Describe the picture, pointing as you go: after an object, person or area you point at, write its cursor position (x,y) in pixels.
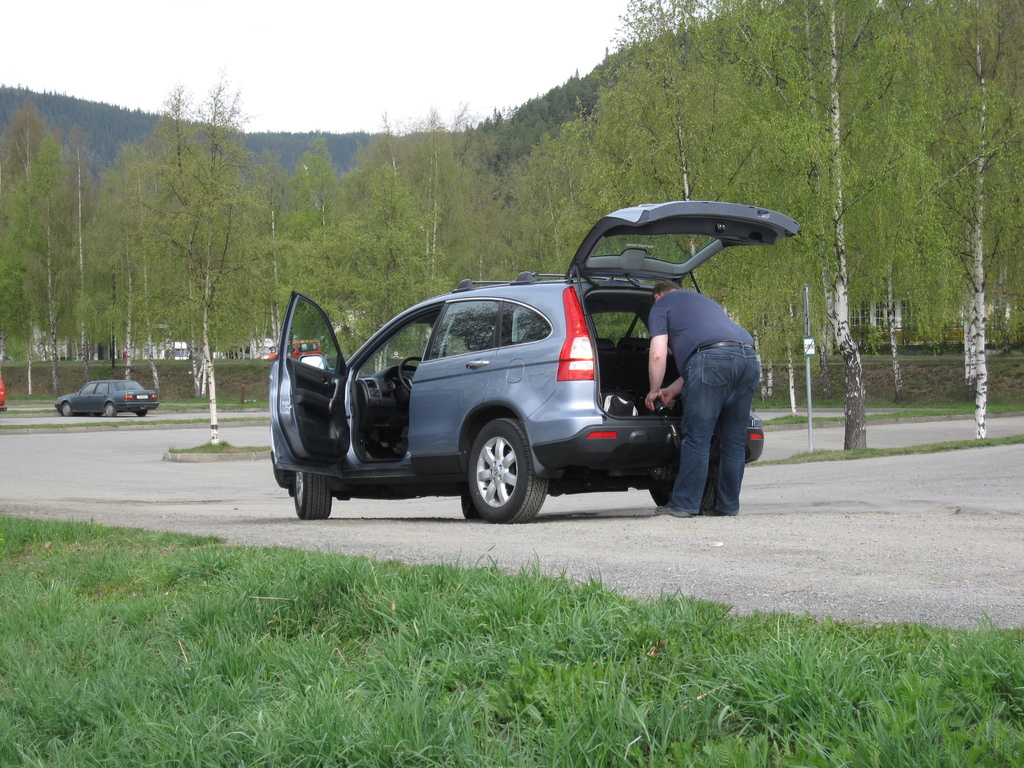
In this picture I can see the grass (168,648) in front (182,661) and on the road (127,461) I see 2 cars (458,409) and on the right side of this image (698,354) I see a man (709,383) near to the car (520,342) and in the background (283,270) I see the trees (544,193) and the sky (451,81).
